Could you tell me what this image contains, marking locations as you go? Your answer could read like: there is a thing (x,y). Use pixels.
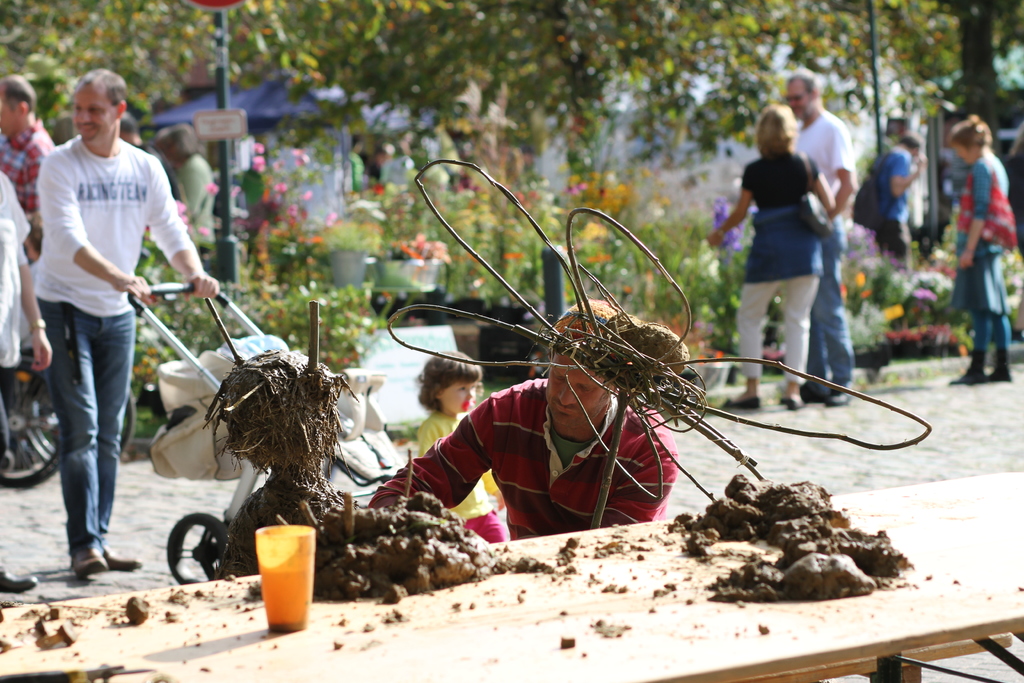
This image is taken outdoors. In the background (396,216) there are many trees (415,77) and plants (214,231) with leaves (748,60), stems (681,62) and branches (392,64). There is a pole (229,235). There is a board (211,137) with a text (210,124) on it and there is a tent (238,106). A few people (200,160) are standing on the ground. At the bottom of the image (598,626) there is a table (391,650) with a glass (304,551) and some mud (453,541) on it. On the left side of the image (70,215) there are two men (15,265) and another man (80,269) is standing and holding a baby carrier (168,288) in his hands (145,292). In the middle of the image (580,402) there is a man (543,438) and there are two objects (274,418).
